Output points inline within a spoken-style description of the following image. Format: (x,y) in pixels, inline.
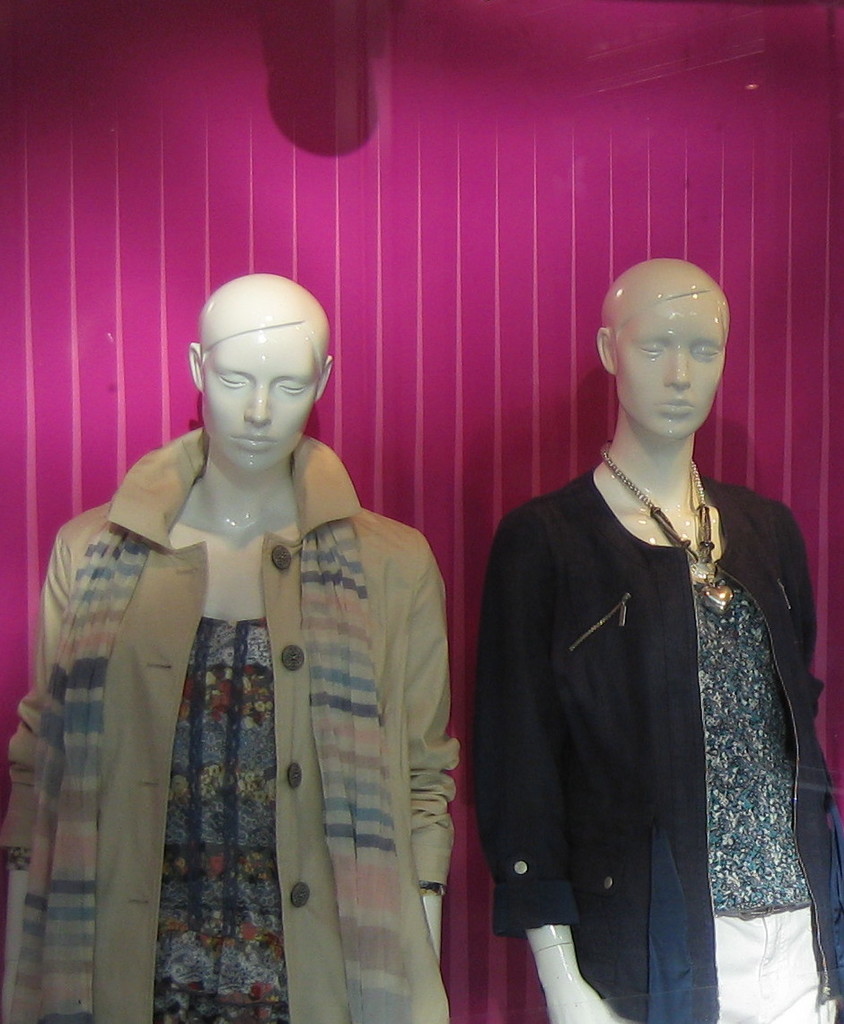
This is the picture of two mannequins (341,751) wearing jackets (411,728) and among them one has a chain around the neck (641,503).
